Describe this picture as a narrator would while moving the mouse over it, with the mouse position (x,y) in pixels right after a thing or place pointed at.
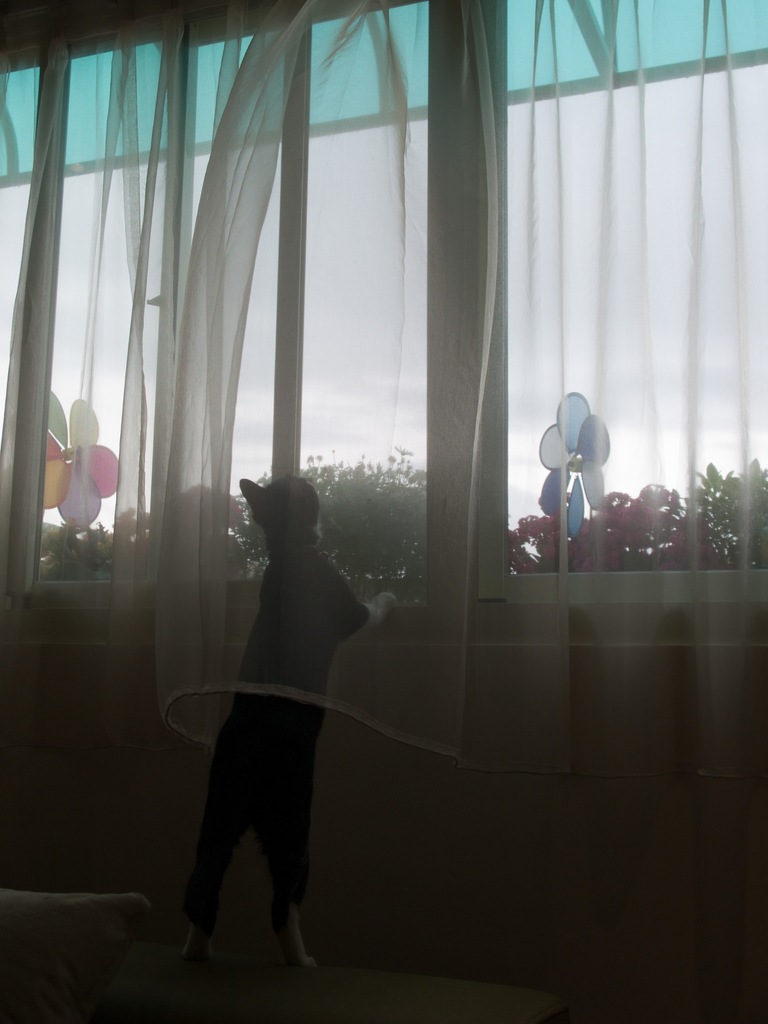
In this image, I can see a cat (300,934) standing and there are curtains (145,560) hanging. In the background (339,388), I can see trees (394,499) and the sky (390,326) through the glass windows (343,327).
